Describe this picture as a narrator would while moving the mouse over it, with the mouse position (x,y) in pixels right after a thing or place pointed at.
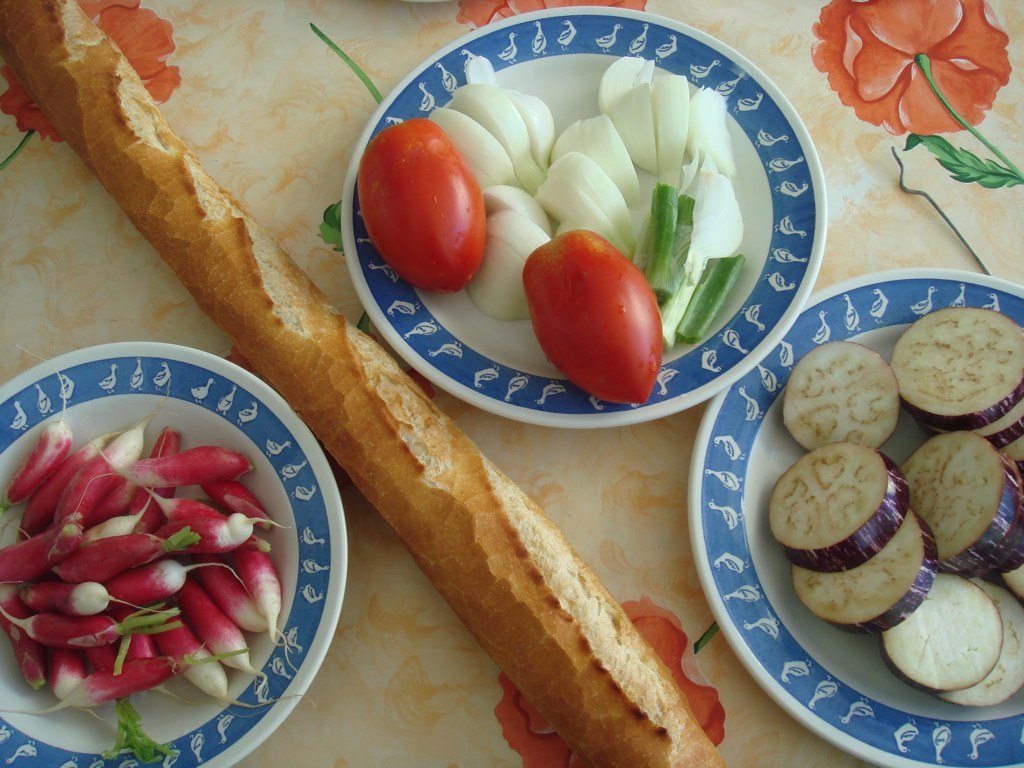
In this picture I can observe some vegetables (112,494) placed in the plate (573,91). The plates (555,371) are in blue and white colors I can observe tomatoes (475,247) in the plate (540,355).
